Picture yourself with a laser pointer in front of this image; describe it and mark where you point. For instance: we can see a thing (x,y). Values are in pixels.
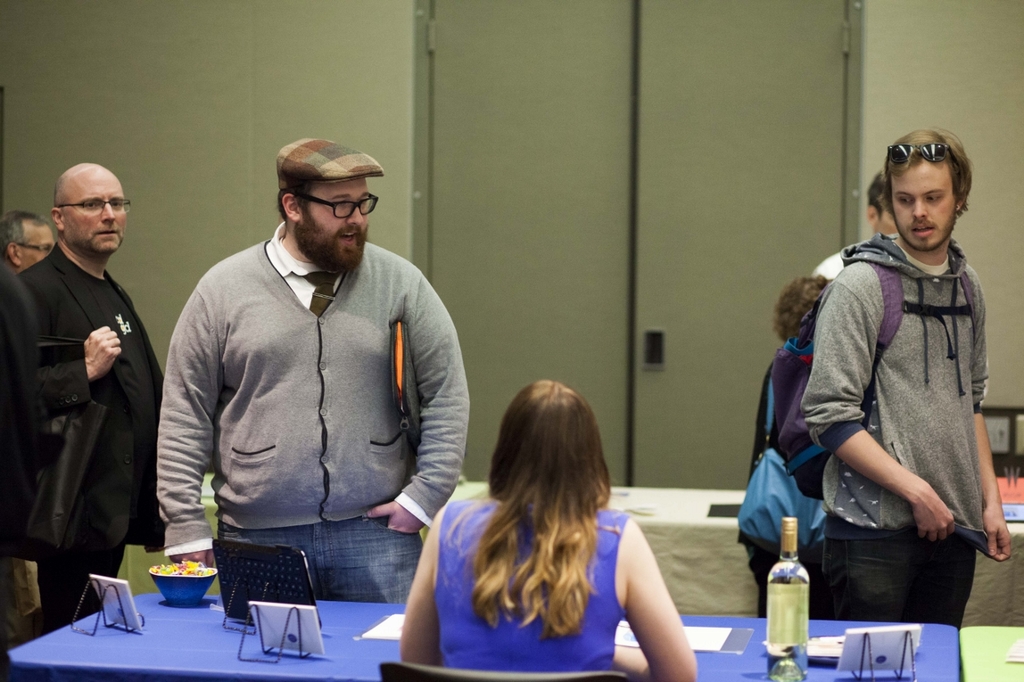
In this picture we can see a group of people (138,330) standing and a woman (503,506) is sitting on a chair (416,681). In front of the woman (504,612) there is a table (375,656) and on the table (341,657) there is a bottle (772,623), bowl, papers (717,636) and some objects (112,589). Behind the people (451,466), it looks like another table (671,520) which is covered by a cloth (695,531). Behind the table (681,517) there is a door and walls (347,76).
